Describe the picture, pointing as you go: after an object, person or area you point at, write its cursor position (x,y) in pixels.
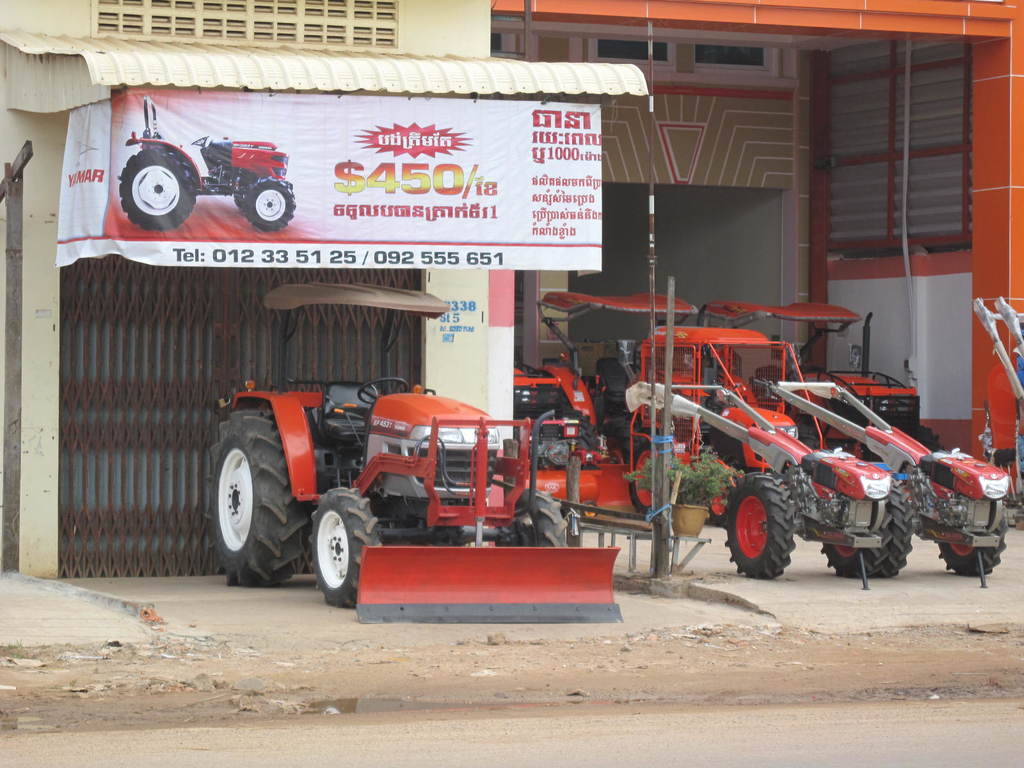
In this image, we can see few vehicles (498,587) are parked. At the bottom (894,756), there is a road (644,693), stones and water (380,710). Background (114,428) we can see grill (136,401), walls (483,375), rods (650,368), banner (500,212) and few objects (581,90).
